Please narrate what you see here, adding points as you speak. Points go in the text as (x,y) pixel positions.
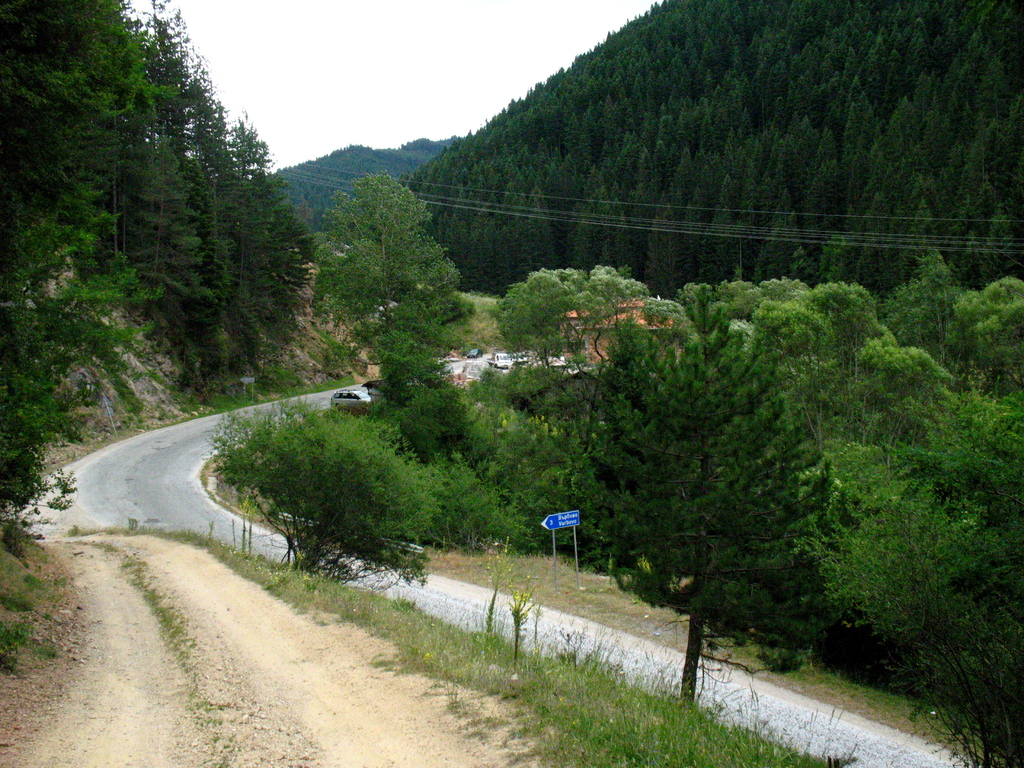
There is a road (164,436) in between the trees (236,326) and in a distance some vehicles (505,359) are parked beside the road (663,657), in the background (523,203) there is a mountain (845,140) covered with thick and dense trees (681,127).
